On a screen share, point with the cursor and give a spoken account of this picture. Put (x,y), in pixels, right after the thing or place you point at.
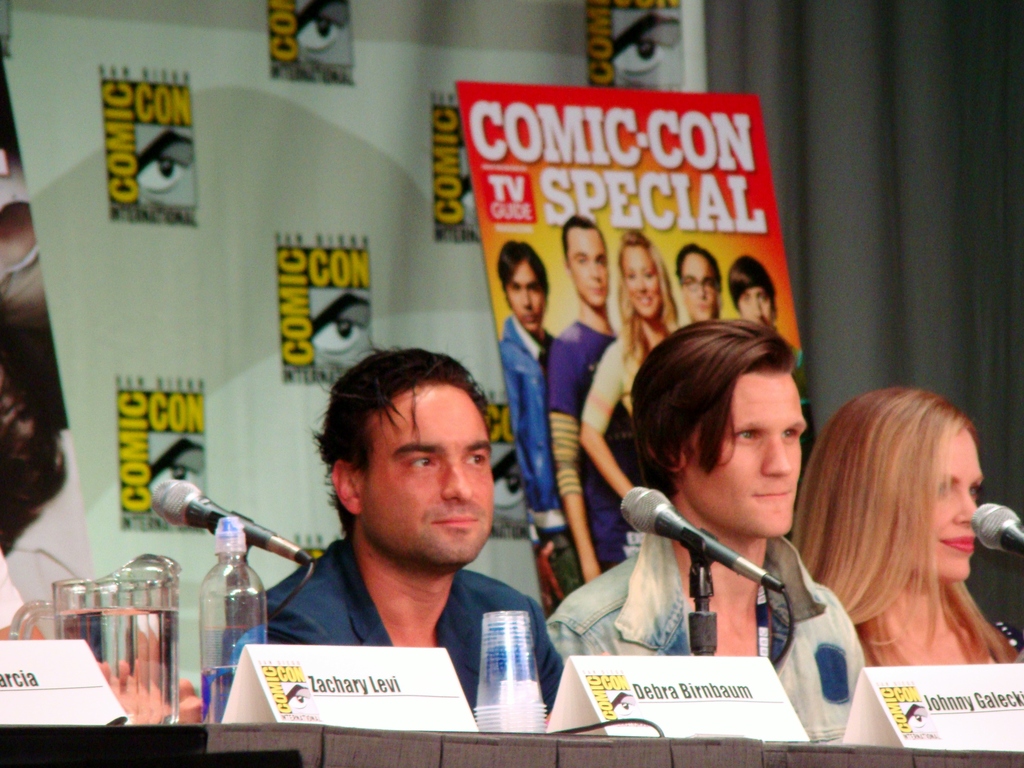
In this image we can see the two men (737,515) and one woman (934,516) sitting in front of the table (417,739) and on the table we can see mike's (682,545), glasses (530,630), bottle (236,619), jar (172,615) and also name boards (747,684). In the background (274,526) there is a banner (764,188).
